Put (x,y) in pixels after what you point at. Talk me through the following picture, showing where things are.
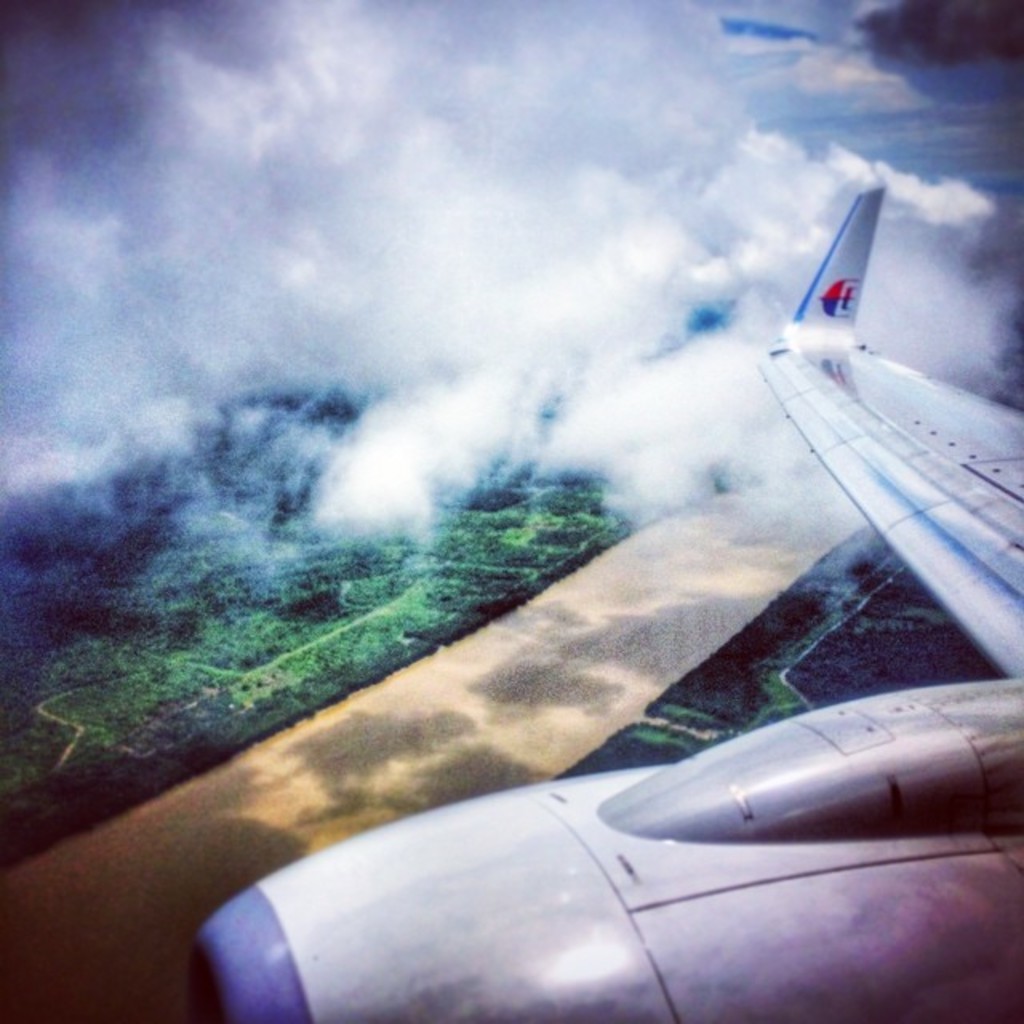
In this image we can see an aircraft (658,930) at the right side of the image (734,867). There is a cloudy sky (511,139) at the top (541,126) and left most of the image (320,274). There is a grassy land (780,685) in the image.
